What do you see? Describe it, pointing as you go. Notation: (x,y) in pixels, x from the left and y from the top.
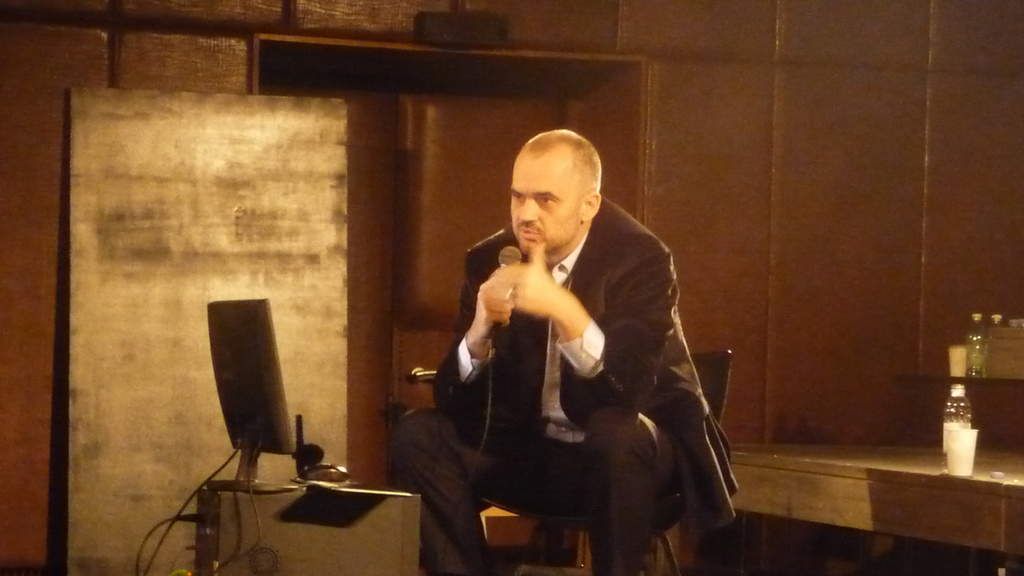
In this picture there is a man (683,368) sitting and holding the microphone (516,250). On the left side of the image (247,330) there is a computer (250,400) and CPU (388,559) and there are objects (313,459). On the right side of the image (972,429) there are bottles (974,327) and there is a cup (957,435) on the table (955,544). At the back (142,227) it looks like a door (421,209) and there is a wooden object (96,263).
